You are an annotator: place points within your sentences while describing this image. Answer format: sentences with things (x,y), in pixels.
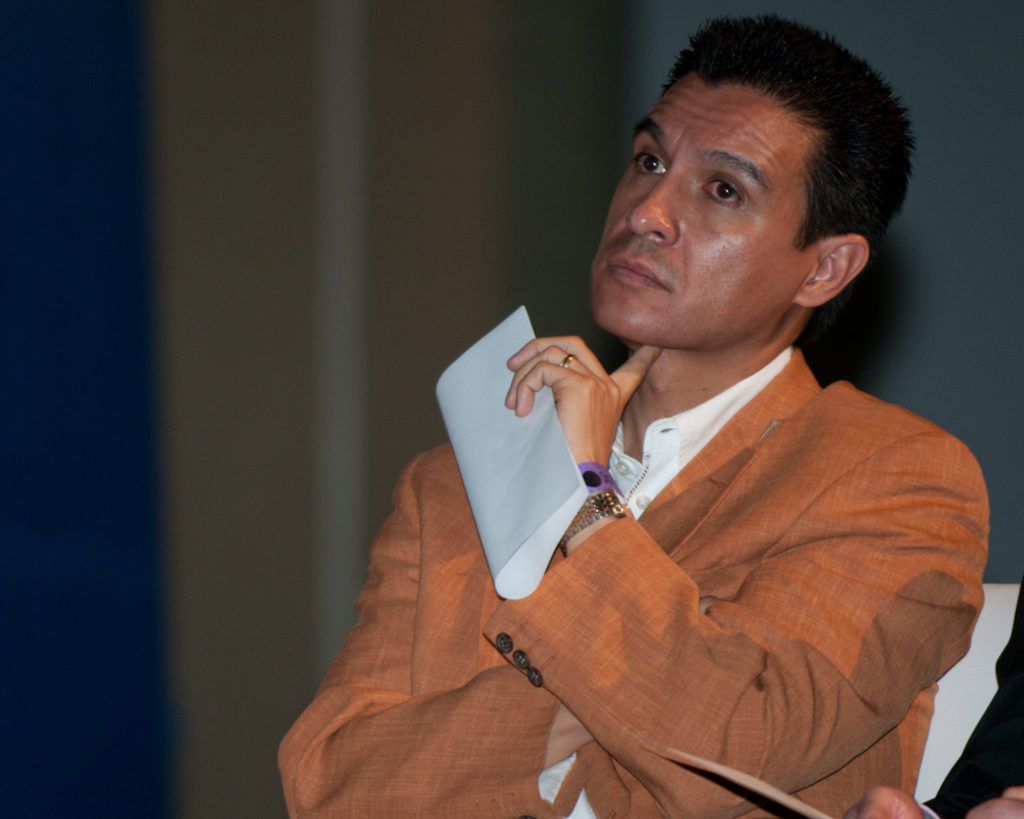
In the center of the image (669,537) we can see a person (582,618) holding some object (454,424) and he is in a different costume (731,540). At the bottom right side of the image (989,719), we can see some objects (971,787). In the background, we can see it is blurred.
